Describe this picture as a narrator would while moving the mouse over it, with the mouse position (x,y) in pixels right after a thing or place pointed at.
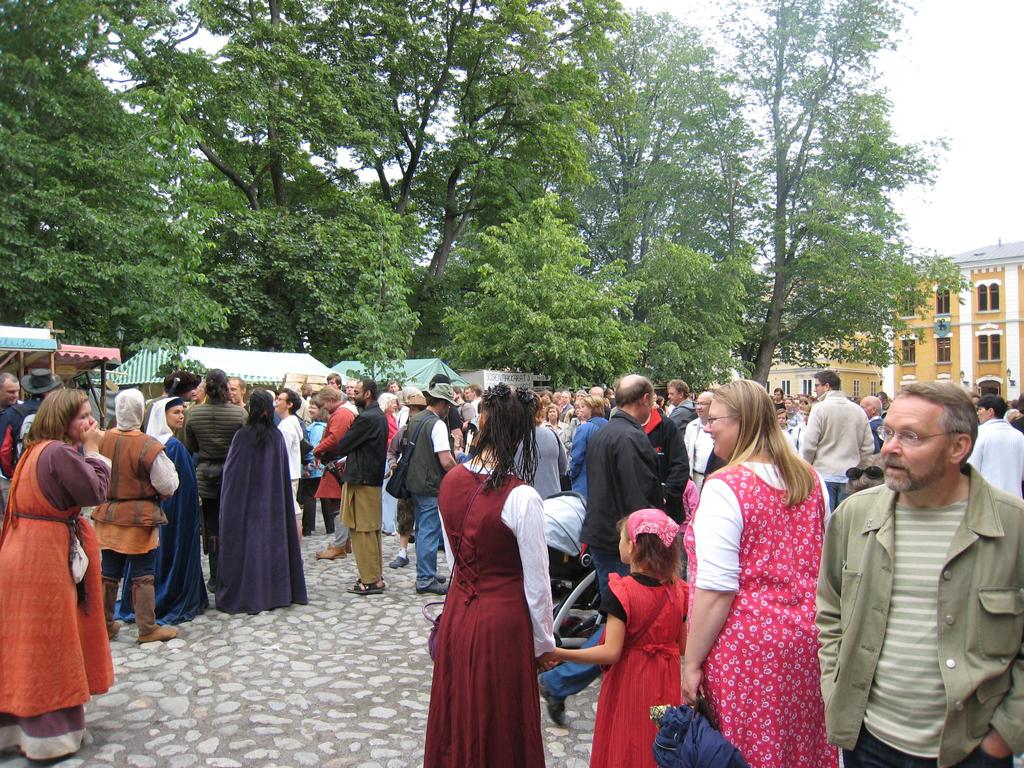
There are persons (948,497) in different color dresses (537,440) on a road (350,665). In the background (988,311), there are buildings (1006,304), trees (93,154) and shelters (5,340) on the ground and there is sky (958,97).
